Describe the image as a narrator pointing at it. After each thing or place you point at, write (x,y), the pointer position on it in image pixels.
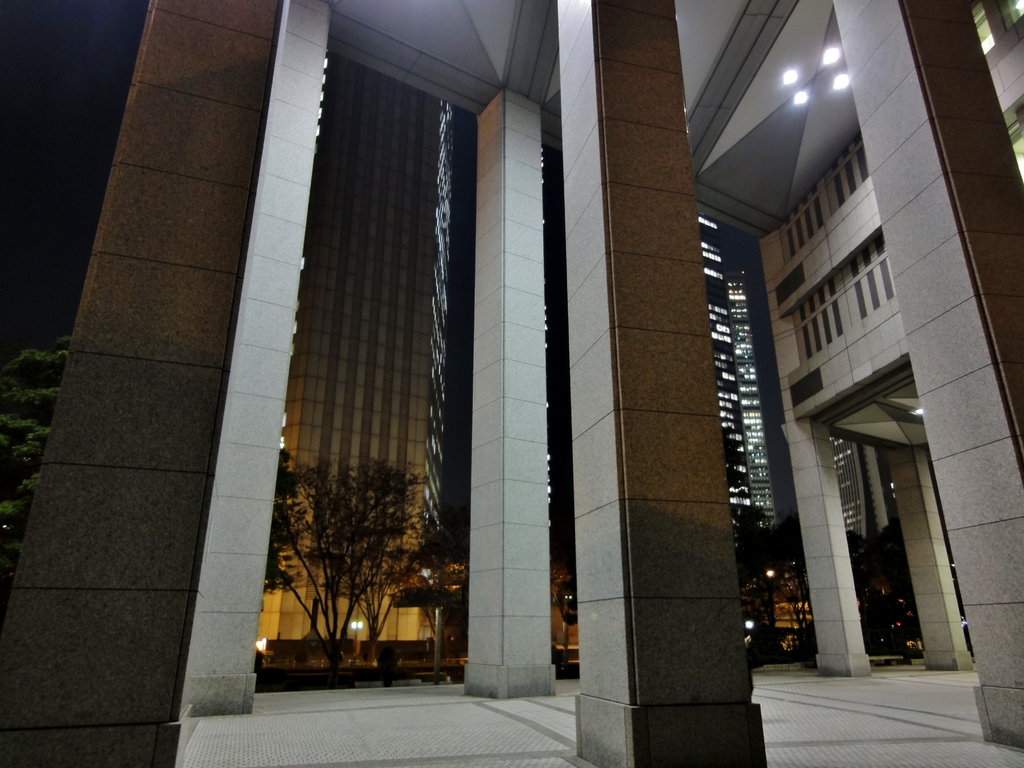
This image is clicked inside a building (190,172). In the foreground (162,328) there are pillars (616,371) of the building (672,399). At the top (836,87) there are lights (829,52) to the ceiling (833,66). In the background (416,256) there are buildings (740,366), trees (280,469) and street light poles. In the top left (38,158) there is the sky (35,172).
